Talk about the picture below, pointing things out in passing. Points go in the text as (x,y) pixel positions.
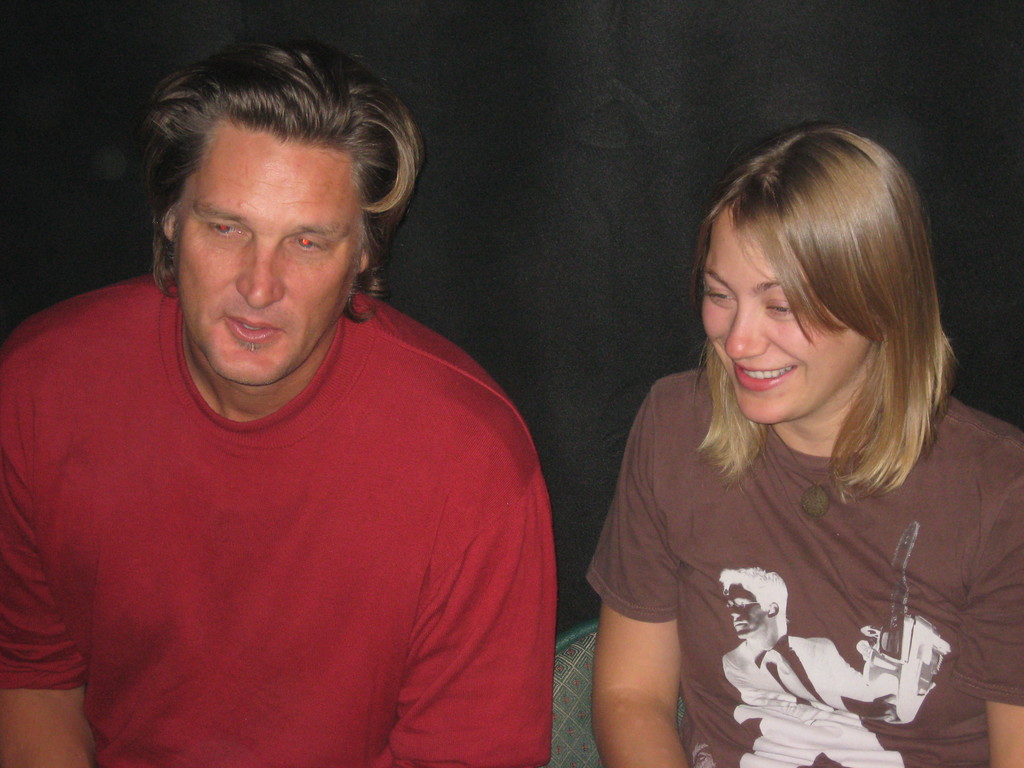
In the image we can see a man (264,544) and a woman (860,592) sitting, they are wearing clothes (817,517) and the woman (752,377) is smiling. The background (450,144) is dark.
